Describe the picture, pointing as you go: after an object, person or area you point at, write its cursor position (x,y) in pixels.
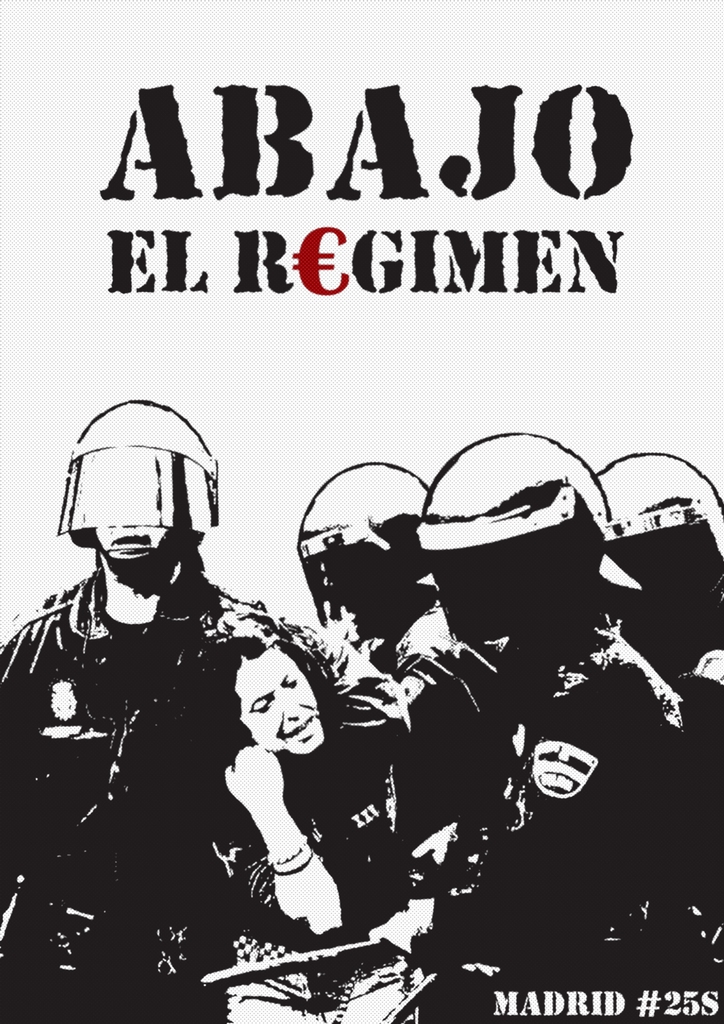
The picture is looking like a poster. This is an edited picture. At the bottom (43,958) there are men (310,571) and women (302,830). The men (365,716) are wearing helmets (352,524). At the top (170,145) there is text (292,127).
